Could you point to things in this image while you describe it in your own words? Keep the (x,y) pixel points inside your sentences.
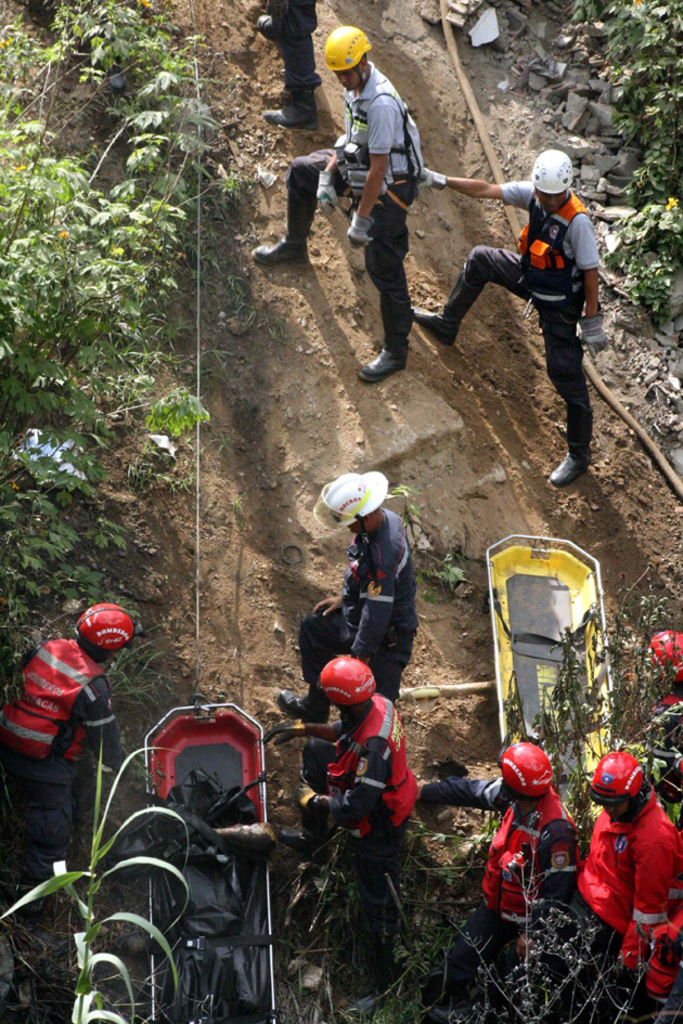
This image consists of many people (371,122) wearing jackets (53,669) and doing a rescue. To the left (167,124), there are plants (83,183).
